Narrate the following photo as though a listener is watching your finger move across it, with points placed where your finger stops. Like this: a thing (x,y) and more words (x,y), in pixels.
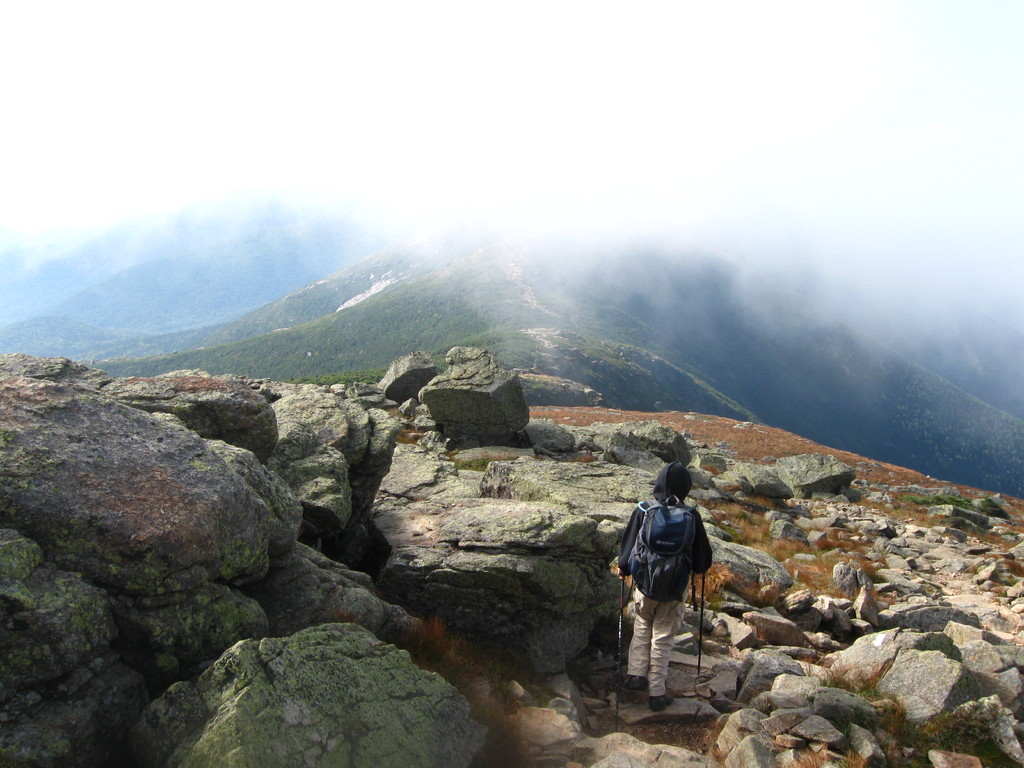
This image is taken outdoors. At the bottom of the image (786,681) there are many rocks (444,501) and stones (828,621) on the ground (796,486). In the middle of the image (666,486) a person (653,607) is walking on the ground (706,665). In the background (585,325) there are a few hills (273,306). At the top of the image (495,192) there is a sky (221,127).
